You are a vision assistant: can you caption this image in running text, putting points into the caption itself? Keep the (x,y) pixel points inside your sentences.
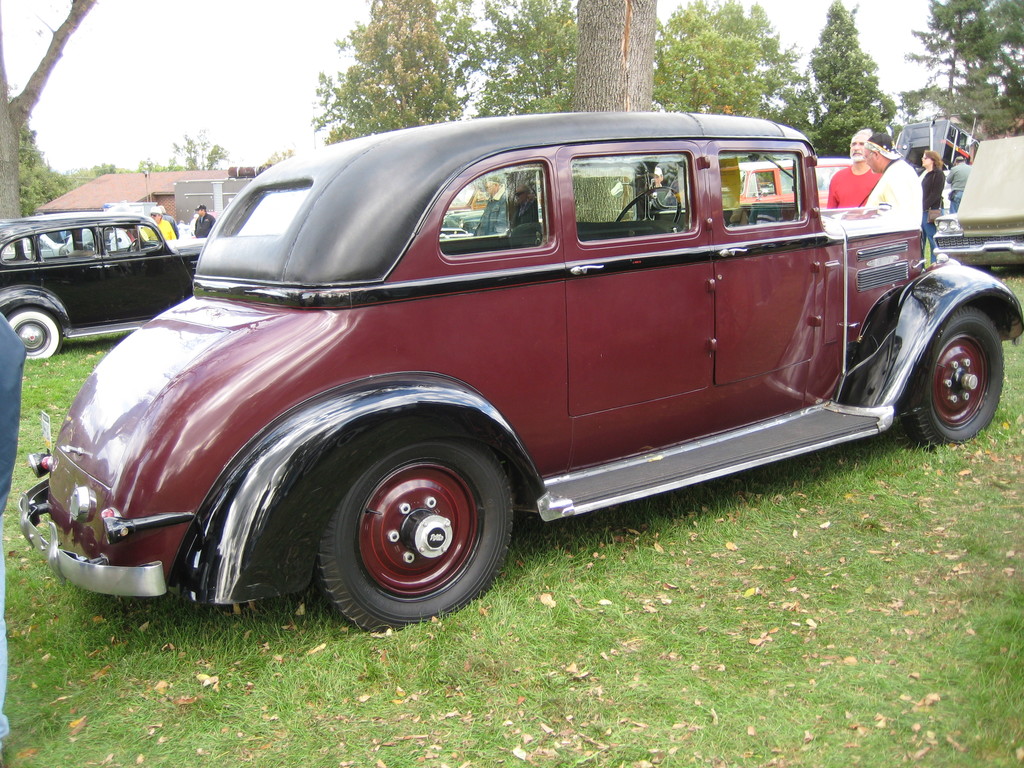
In this picture we can see dried leaves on the grass (848,568), vehicles (446,336), trees (450,110), building (184,179) and a group of people (162,210) standing and some objects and in the background (234,87) we can see the sky (193,96).
